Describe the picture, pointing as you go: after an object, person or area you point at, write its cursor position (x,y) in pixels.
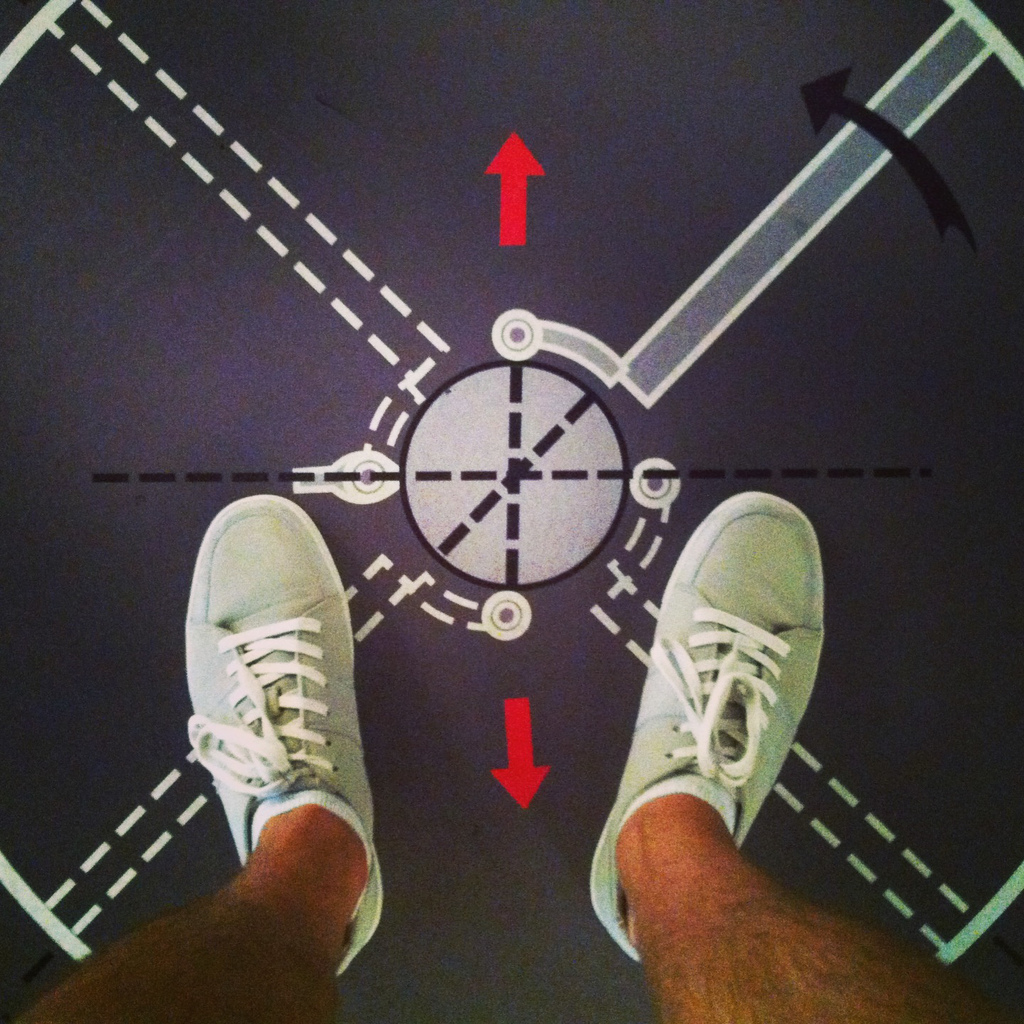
In this image we can see a person's legs (282,863) who is wearing green color shoes (683,691) and at the background of the image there is some circle shape ring (505,347).
